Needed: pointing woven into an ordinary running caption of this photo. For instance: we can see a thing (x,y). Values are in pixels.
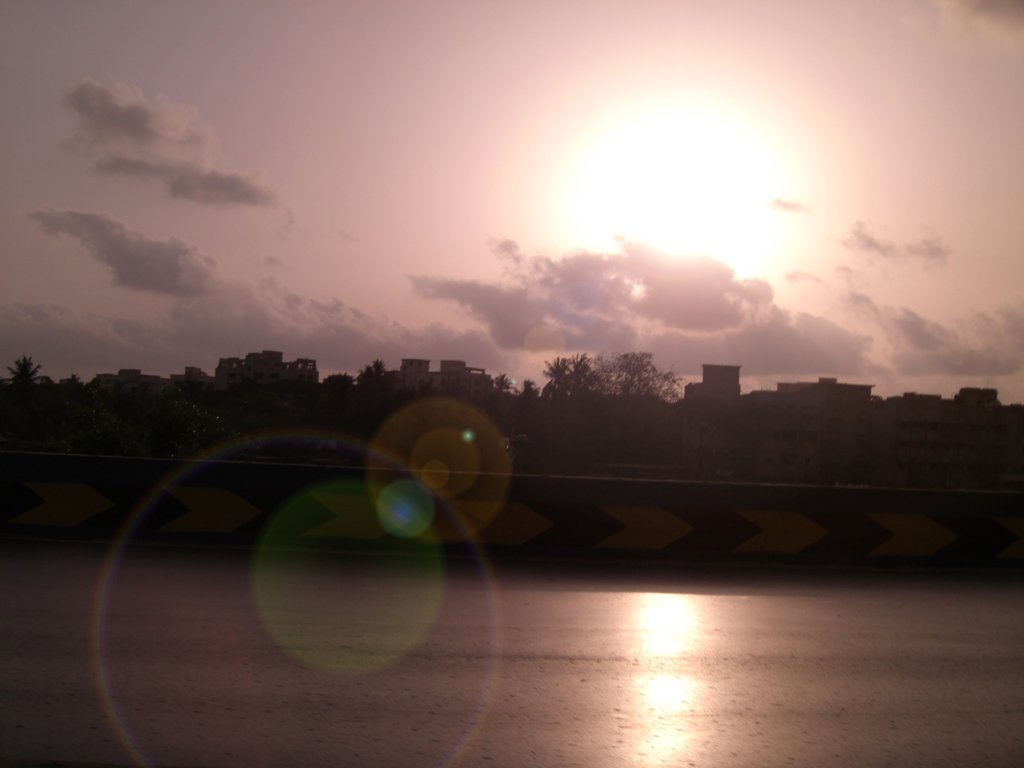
Here we can see road (596,693), trees (511,444), and buildings (148,380). In the background (325,270) there is sky (774,252) with clouds (850,305).
